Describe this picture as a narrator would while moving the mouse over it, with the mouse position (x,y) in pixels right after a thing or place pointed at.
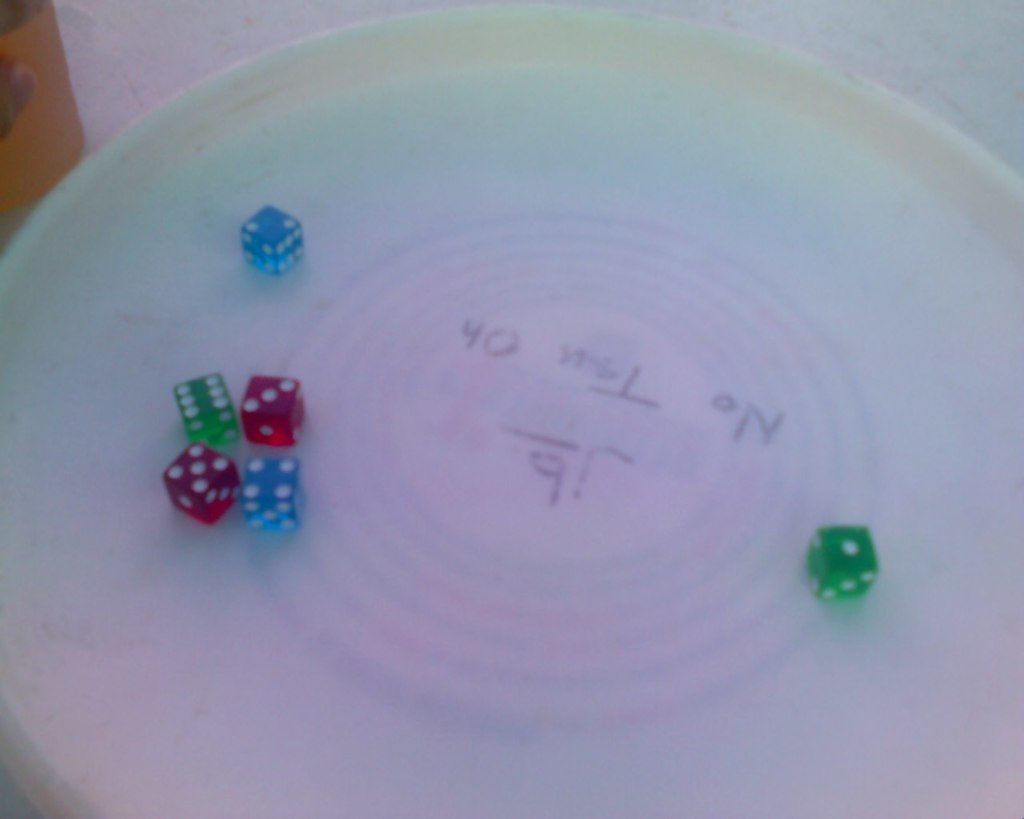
In this image on a plate (354,469) there are six dice (285,236) of blue, red and green in colors.
